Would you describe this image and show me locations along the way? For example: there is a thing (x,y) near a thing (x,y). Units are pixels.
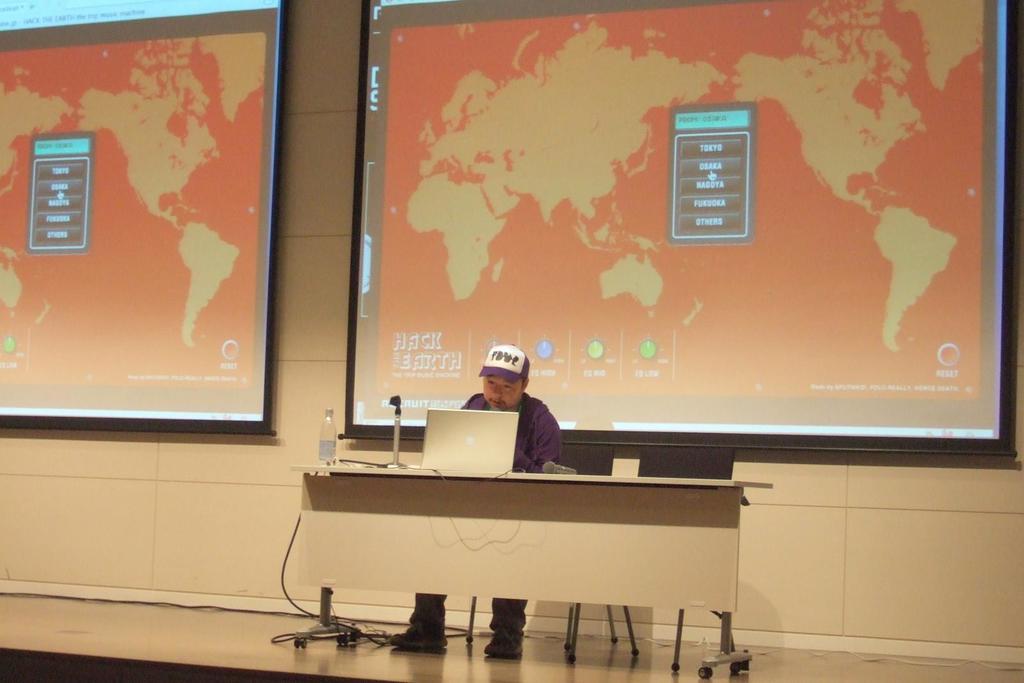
In this image there is a person (523,435) sitting on the chair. Before him there is a table (532,528) having a laptop (456,456), bottle (326,462) and mike stand (394,455) on it. Beside him there is a chair (691,476). Behind there are two screens (653,148) attached to the wall (305,444). There is a map (671,268) and some text (720,123) is displayed on the screen (834,190).
